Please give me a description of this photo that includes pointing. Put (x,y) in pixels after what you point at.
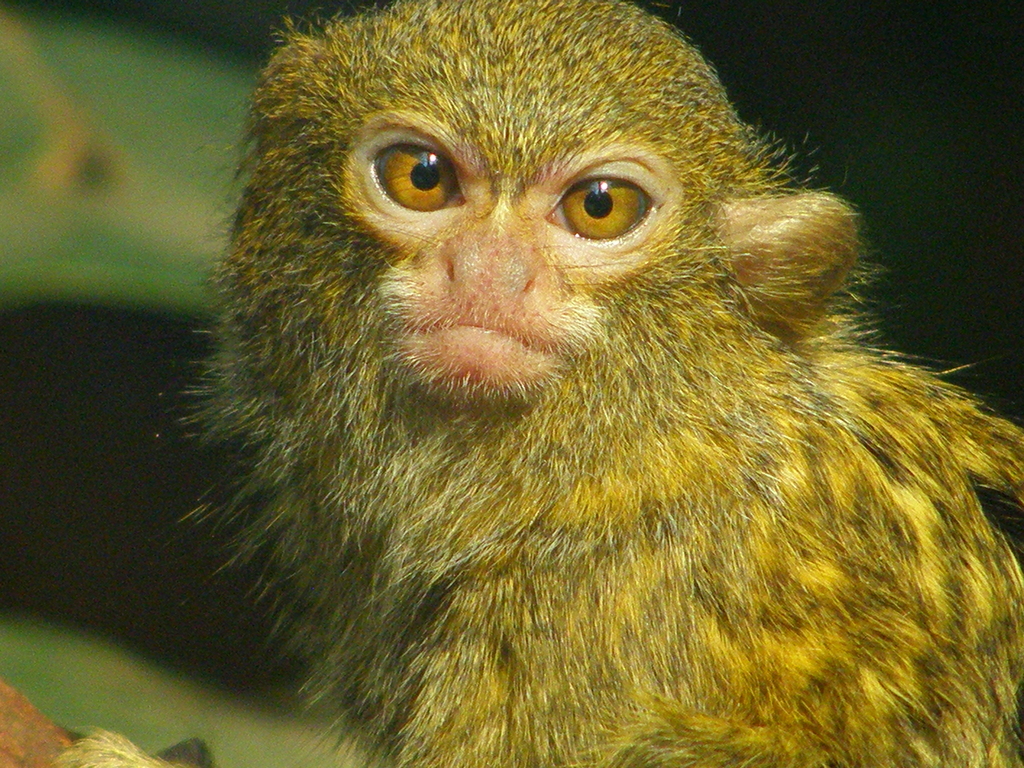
In the foreground of this image (806,643), it seems like a monkey (605,552) and the background (100,295) image is blur.
